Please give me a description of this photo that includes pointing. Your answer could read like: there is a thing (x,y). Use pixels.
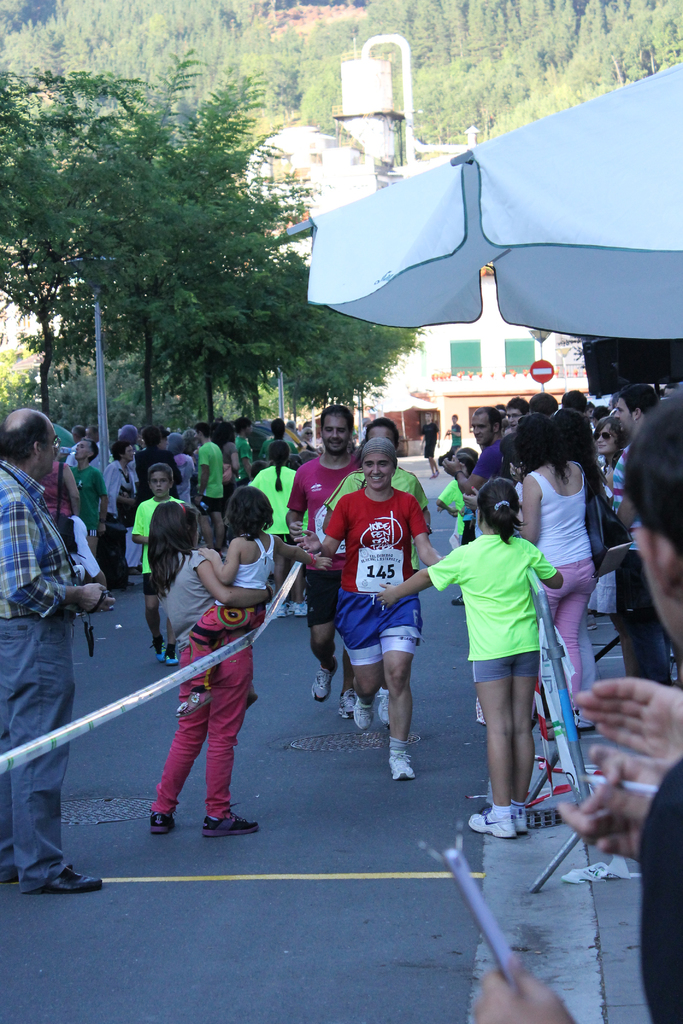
At the bottom of this image (661,720), there are persons (368,461) on the road (288,625), there is a thread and there are persons (679,401) on a footpath (631,900), above them there is a white color tent (613,171). In the background (595,9), there are trees (94,218), buildings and a mountain (488,27).
